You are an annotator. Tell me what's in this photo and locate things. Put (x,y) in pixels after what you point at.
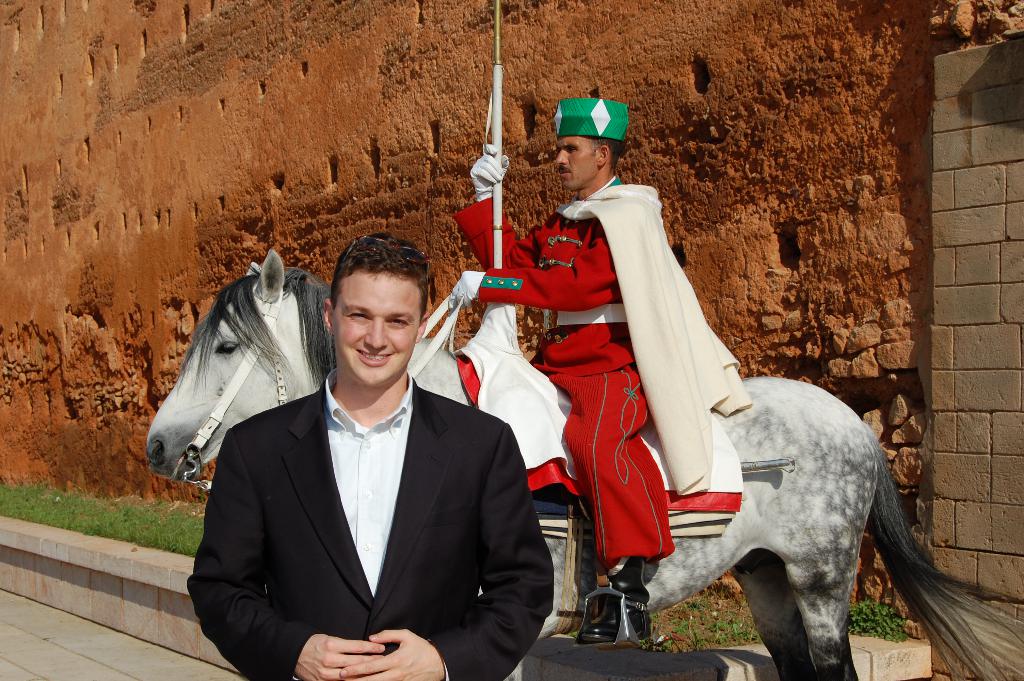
In this image there is a man (338,264) with black suit (265,450) is standing and smiling. There is a man (595,346) with red dress (483,229) is sitting on the white horse (231,387). At the back (515,119) there is a wall (107,213), at the bottom (87,514) there is a grass (106,496).
